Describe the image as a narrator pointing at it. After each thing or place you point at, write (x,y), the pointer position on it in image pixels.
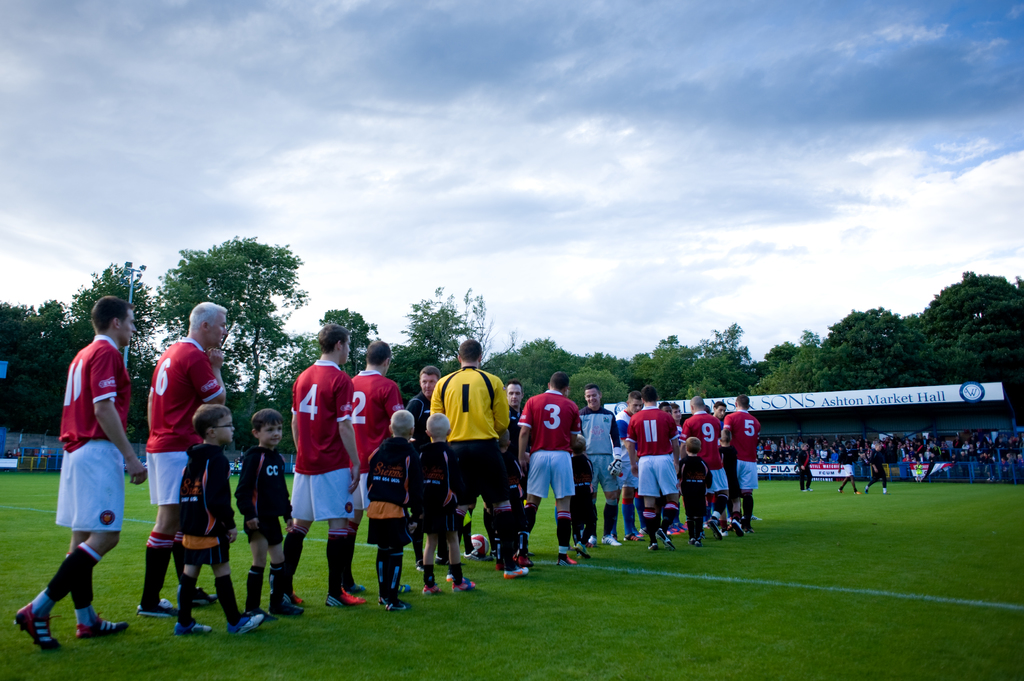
Here we can see group of people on the ground (784,593). This is grass (869,614). In the background (921,447) we can see trees (1003,378), boards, group of people (872,440), and sky (679,194).
